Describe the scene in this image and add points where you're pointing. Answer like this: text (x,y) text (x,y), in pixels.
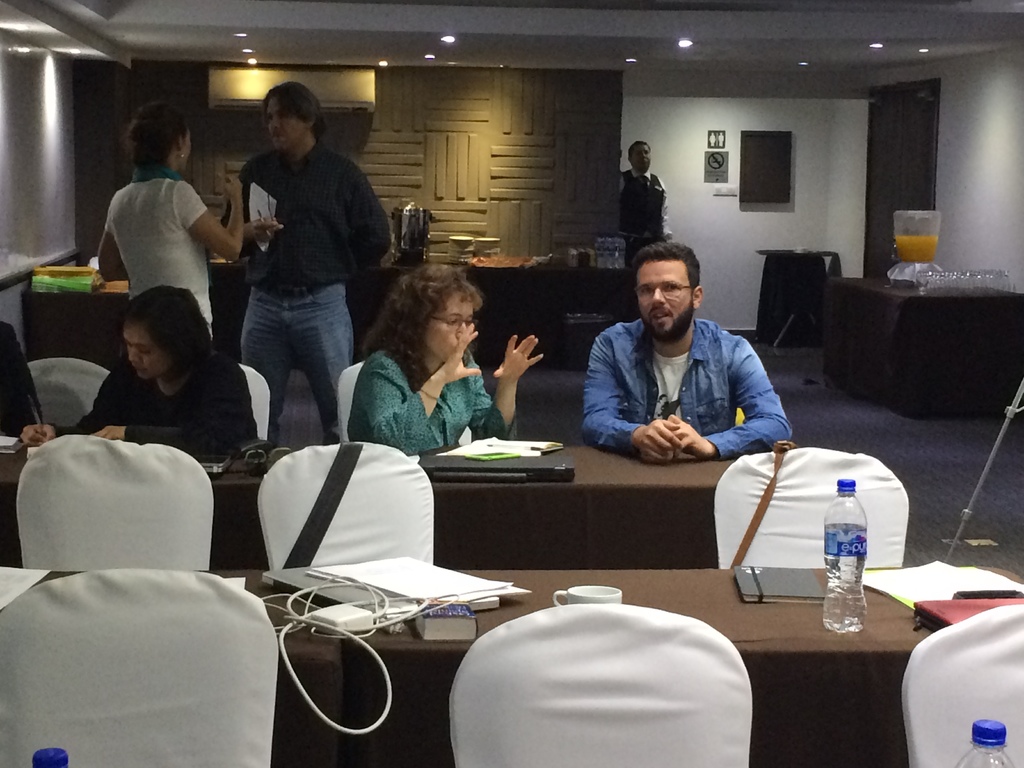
A couple (300,126) are standing and talking to each other. Another two couple (373,374) are sitting at a table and talking. A man (624,203) is waiting at the door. The food items (400,248) are arranged in a buffet (212,267).
